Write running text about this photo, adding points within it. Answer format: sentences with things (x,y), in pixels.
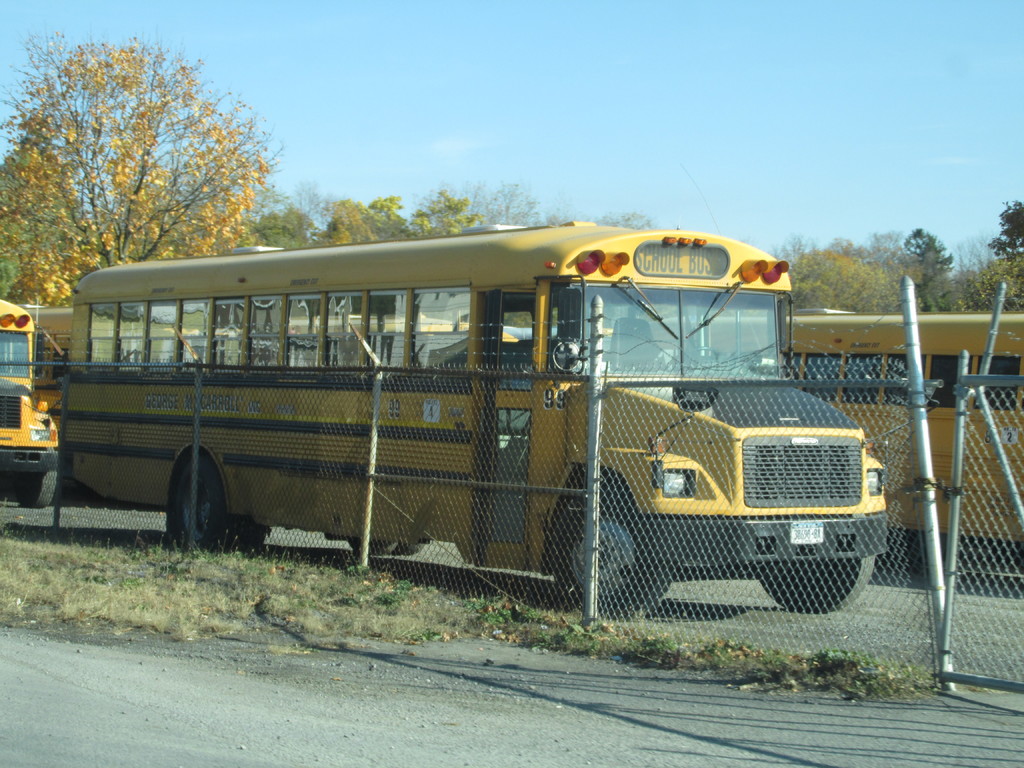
In this image, we can see buses (505,356) on the road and in the background (496,212), there are trees (820,272) and we can see mesh (293,407). At the top (331,160), there is sky (828,125).
